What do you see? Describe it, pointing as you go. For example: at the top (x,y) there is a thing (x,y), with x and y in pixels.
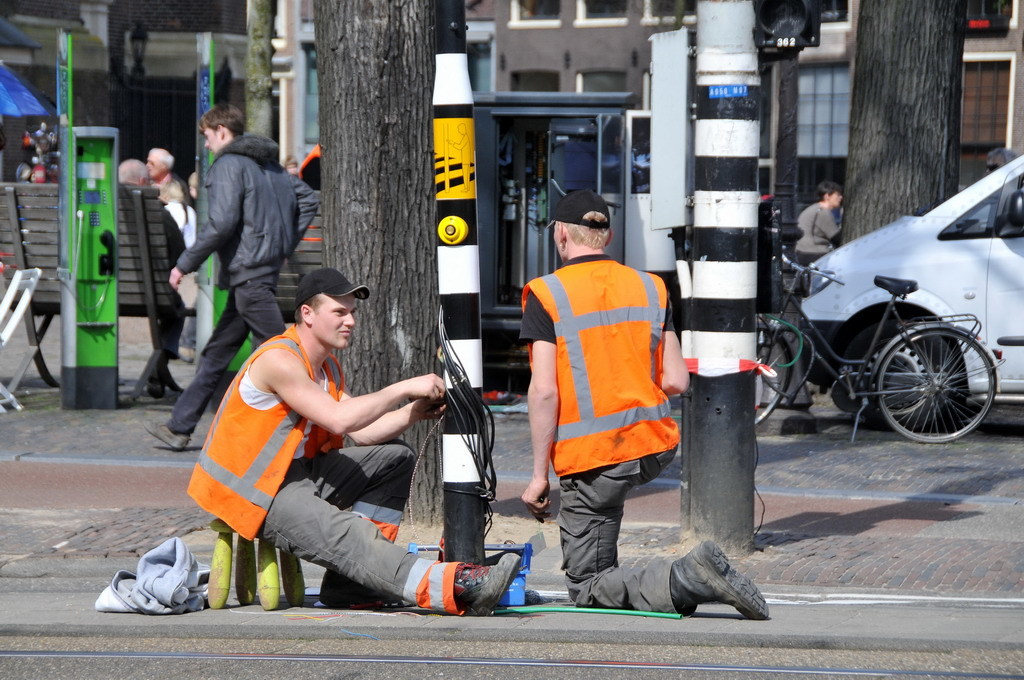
In this picture we can observe two men (369,469) on the road (535,525). There is a black color pole (463,487). These men (277,442) are wearing an orange color coats (570,416). On the right side (856,358) there is a cycle (916,374) and a car (917,248). We can observe trees (890,27). There are some people (212,203) in the background (212,203). We can observe buildings (545,75).
